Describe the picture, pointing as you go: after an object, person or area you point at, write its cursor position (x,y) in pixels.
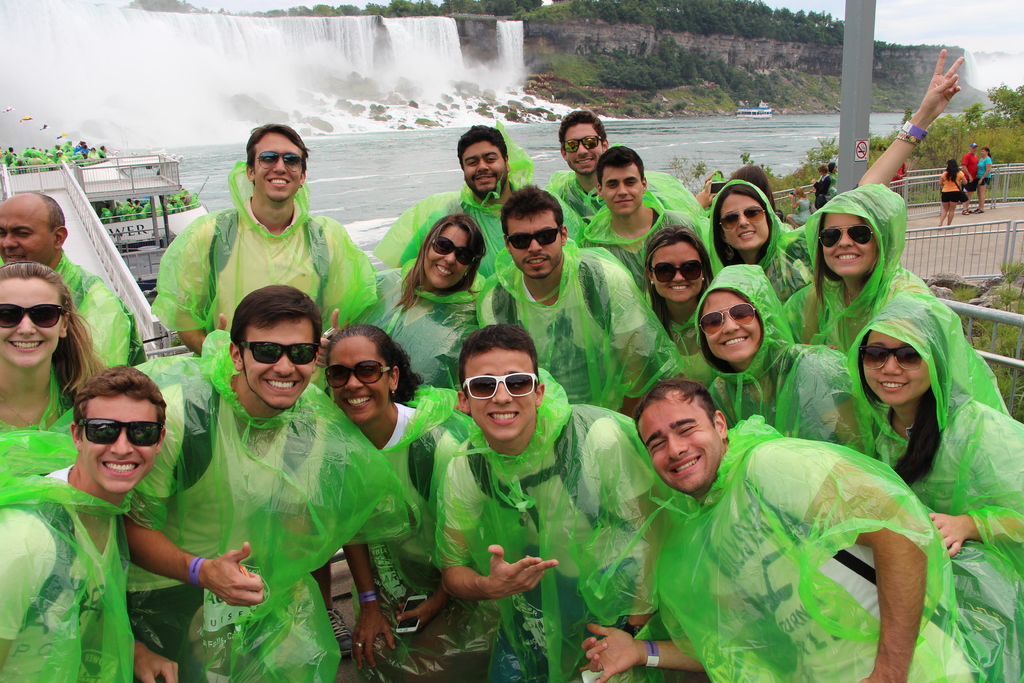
In this image I can see number of person (530,387) wearing green colored raincoats (588,450) are standing and smiling. I can see few of them are wearing goggles (481,394). In the background (954,193) I can see few persons (970,185) standing, the railing (1007,235), some grass (1006,345), a metal pole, few trees (750,22), water (749,137), a boat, the water fall (218,72) and the sky (914,43).
